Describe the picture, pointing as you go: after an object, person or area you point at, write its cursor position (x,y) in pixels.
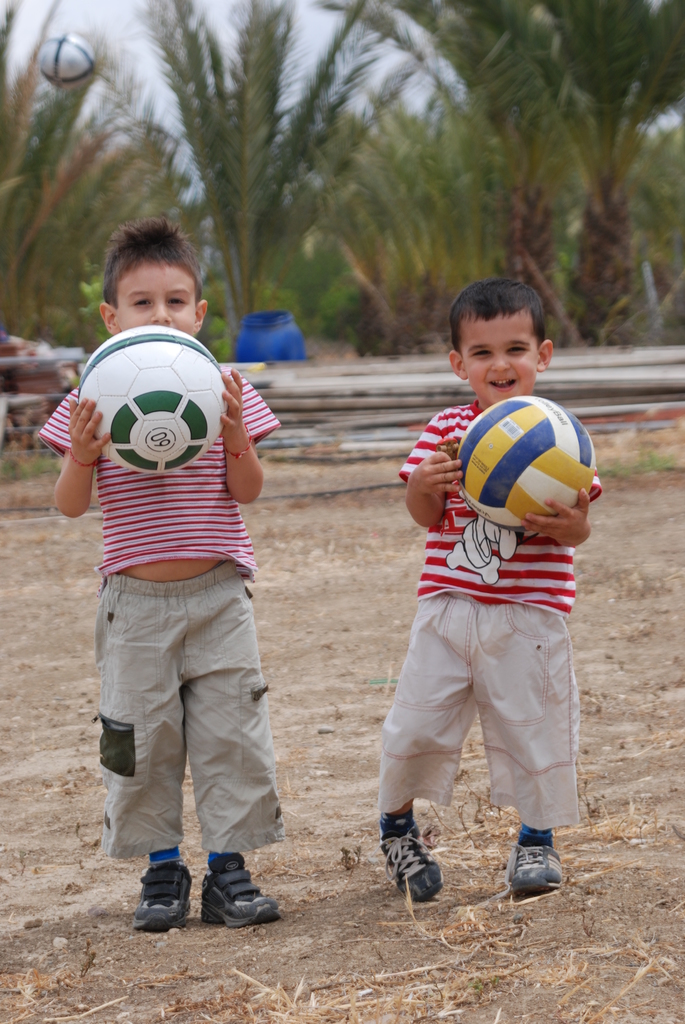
In this picture, we see two boys (196,558) one catching a white ball (147,361) in his hand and the other catching yellow and blue ball (533,475) in his hand (546,524). Behind them, we see a long wooden sticks (340,388) and a blue drum (276,330) and behind that, we see trees (369,119).
